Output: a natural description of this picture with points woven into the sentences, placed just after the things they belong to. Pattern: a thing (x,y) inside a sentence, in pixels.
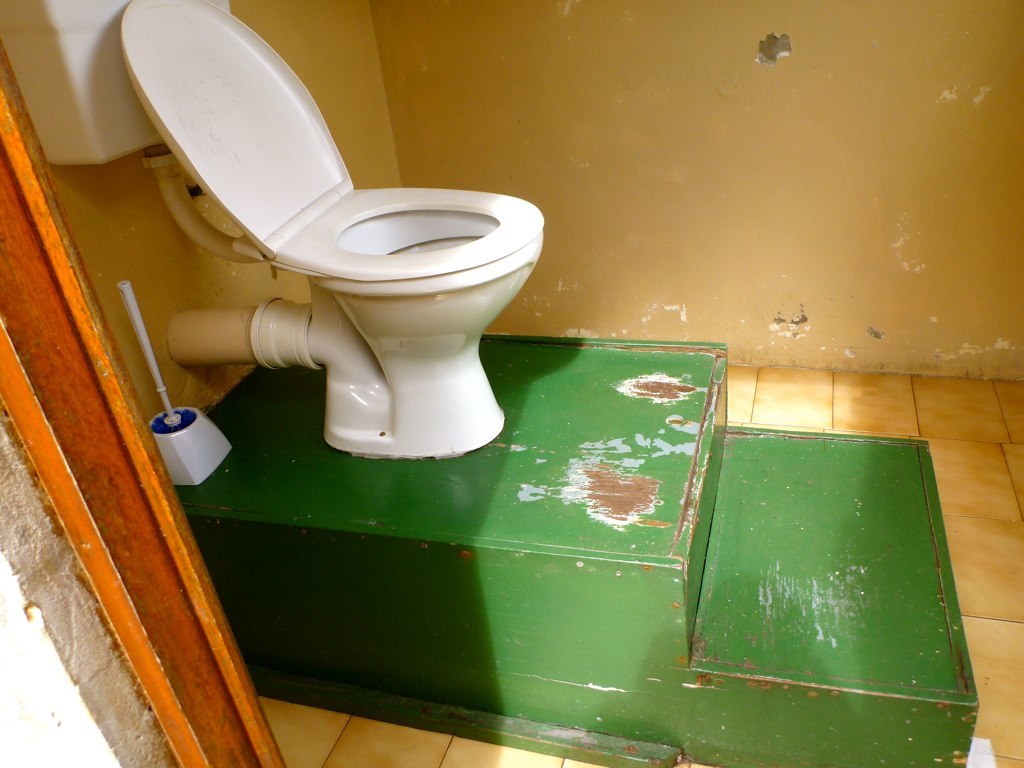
In this image I can see green colour platform (513,520) and on it I can see a toilet seat (368,282) and a flusher (50,106). I can also see a brush (163,427) over here.
